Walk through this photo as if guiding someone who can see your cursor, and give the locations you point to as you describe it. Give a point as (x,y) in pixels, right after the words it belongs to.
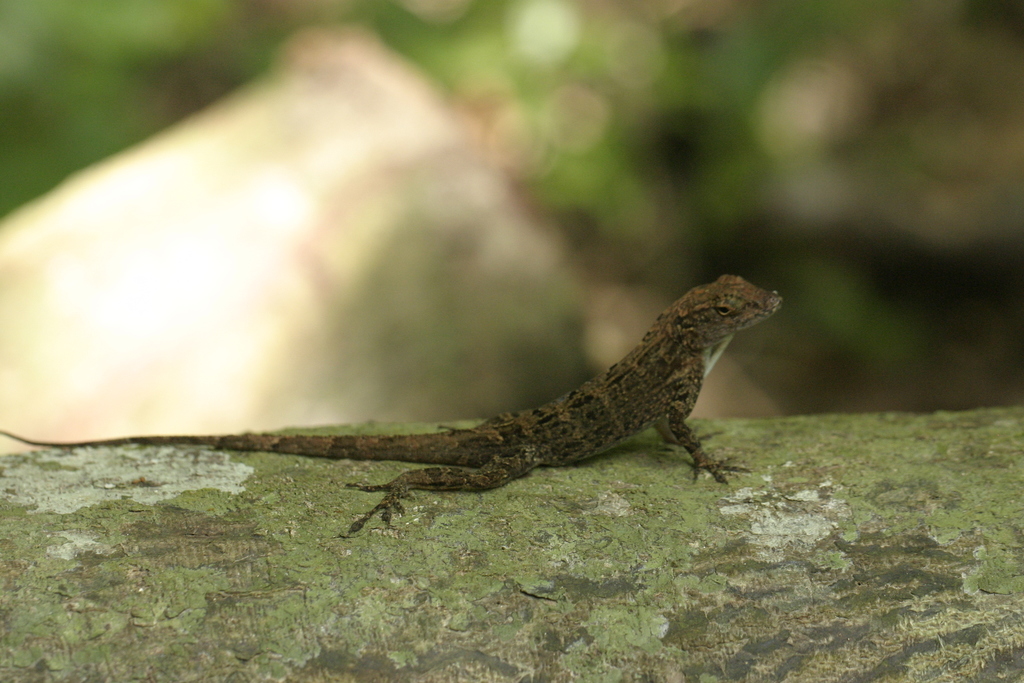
Here we can see reptile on wooden surface (470,553). On the background (467,268) it is blur.
